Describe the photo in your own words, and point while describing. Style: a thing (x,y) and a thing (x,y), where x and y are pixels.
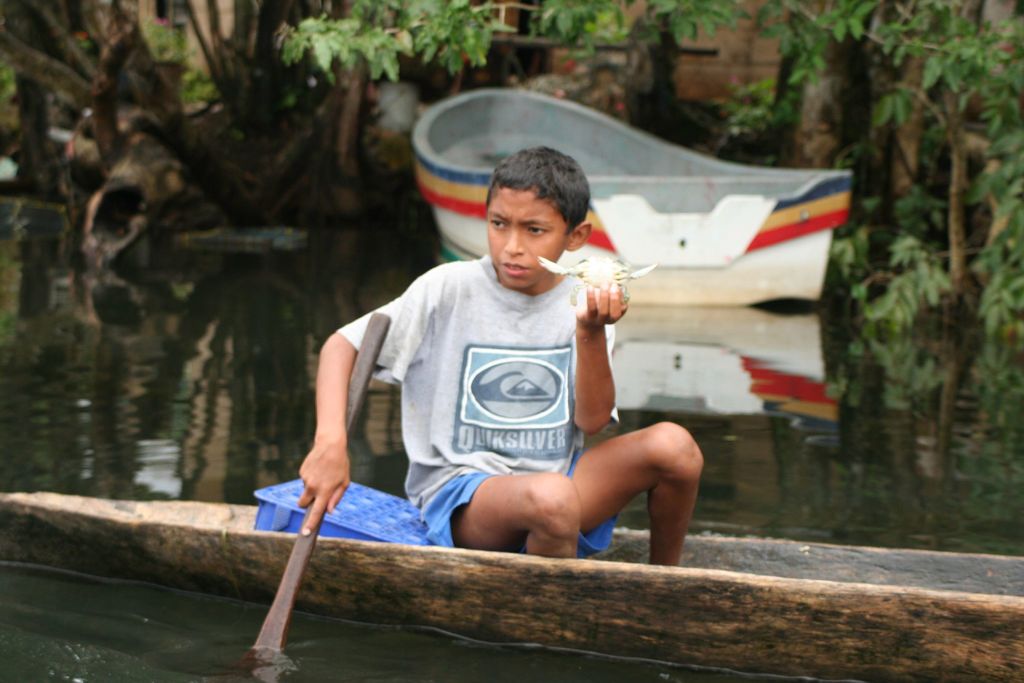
In the center of the image (419,344) we can see a boy (490,448) is sitting in a boat (808,599) and holding stick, crab (576,291) and also we can see a container (377,530). In the background of the image (40,31) we can see the trees (279,177), boat (471,228) and water (90,405).
